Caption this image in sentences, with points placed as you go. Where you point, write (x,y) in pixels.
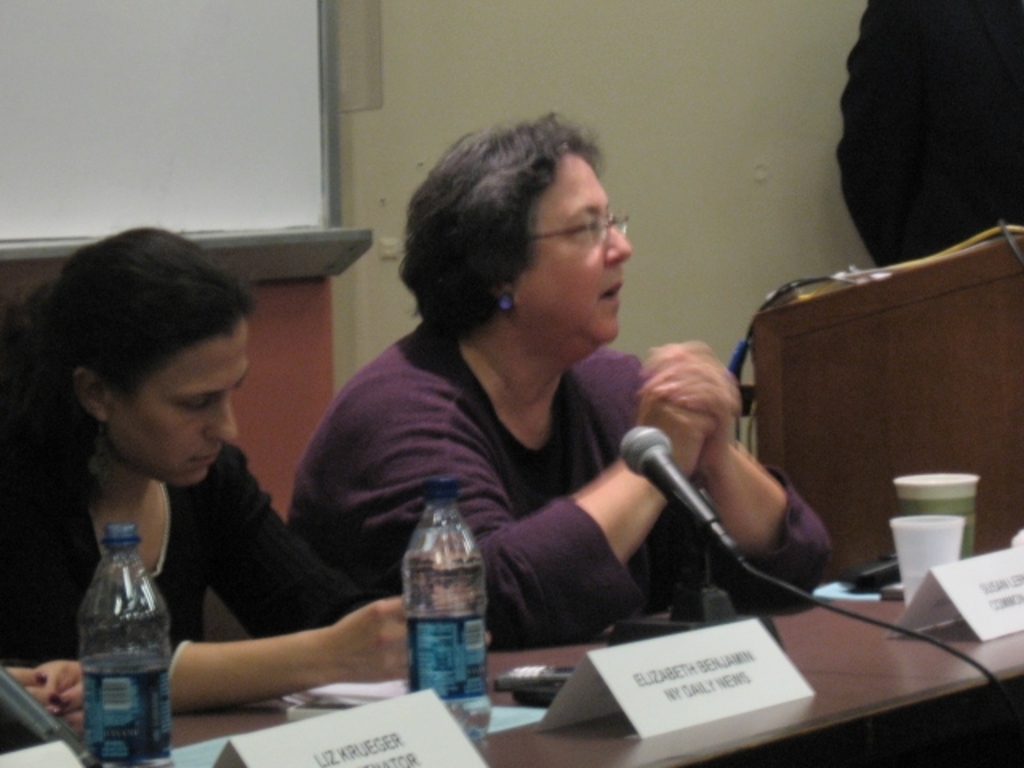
In this picture there are two women (114,466) sitting in the chairs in front of a table (725,729) on which a name plates (578,678), water bottles (436,639), papers (352,684) and microphone (665,472) was placed. One of the women (592,265) is wearing spectacles (617,225). Beside her there is a podium (867,410). In the background (559,101) there is a wall (530,51) and a white colored board (177,98) here.
